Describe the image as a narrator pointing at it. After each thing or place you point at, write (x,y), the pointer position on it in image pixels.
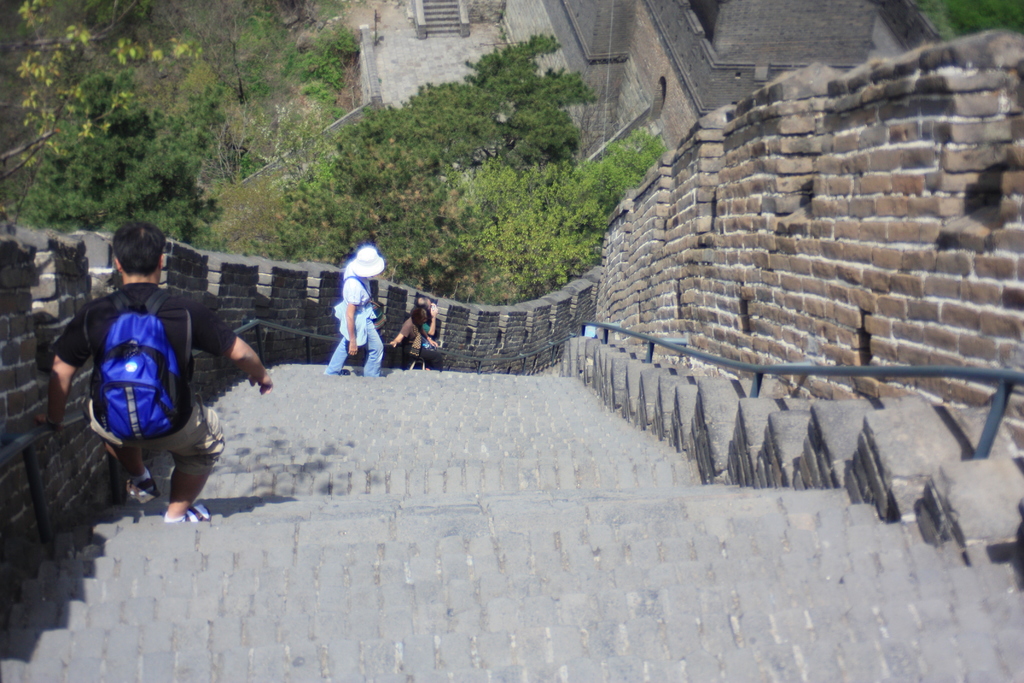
In this image there are a few people (354,284) getting down the stairs (297,435) on the great wall of china (278,425), on the other side of the wall (323,309) there are trees (358,200).
